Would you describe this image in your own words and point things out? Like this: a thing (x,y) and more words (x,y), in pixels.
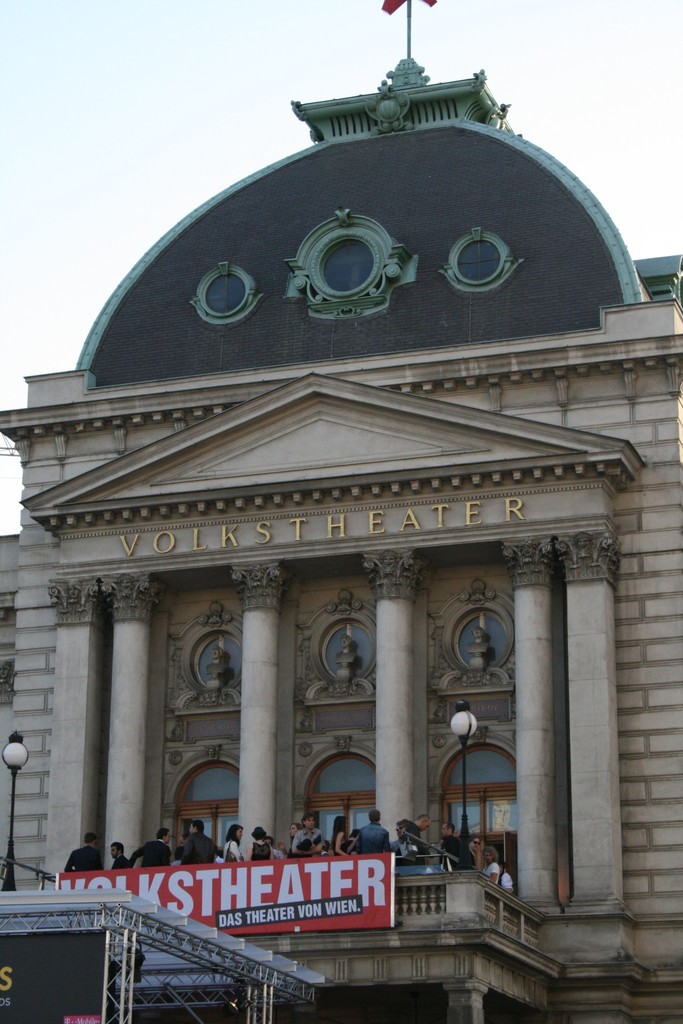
In this image I can see a building (363,440) which is cream, blue and black in color and to the building (225,801) I can see a red colored board (275,885) and few persons (131,864) standing in the balcony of the building (388,362). In the background (126,157) I can see the sky (160,180).
